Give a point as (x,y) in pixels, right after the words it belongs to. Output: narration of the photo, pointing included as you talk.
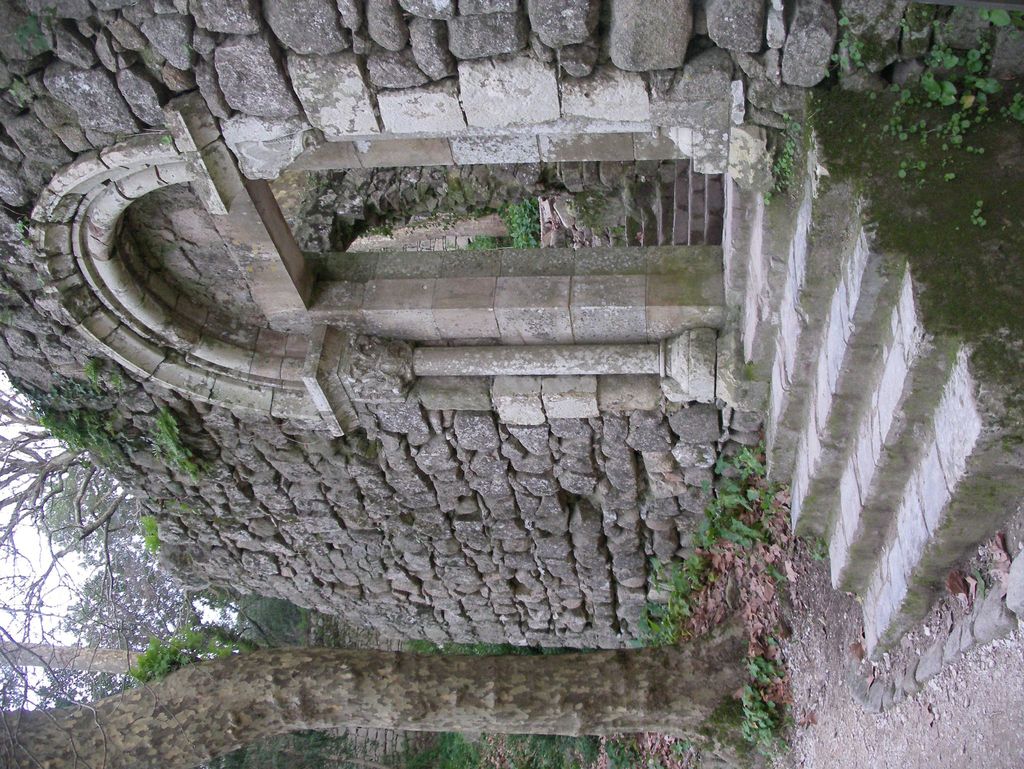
It is a tilted image, it looks like some monument (386,114) made up of rocks (655,468) and in front of the rock wall (194,548) there is a tree trunk (357,657).
